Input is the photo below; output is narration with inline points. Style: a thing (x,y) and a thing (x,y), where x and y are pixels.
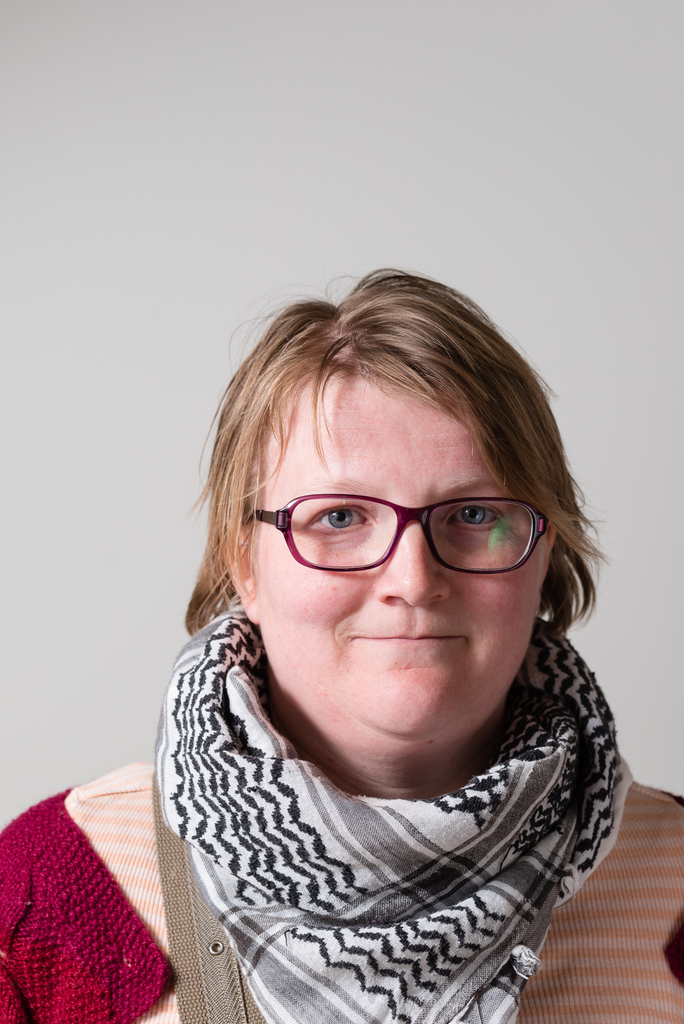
The picture consists of a woman (650,806) wearing scarf (317,882) and spectacles (415,514), she is having a smiley face (397,615). In the background (192,131) there is wall (584,316) painted white.
